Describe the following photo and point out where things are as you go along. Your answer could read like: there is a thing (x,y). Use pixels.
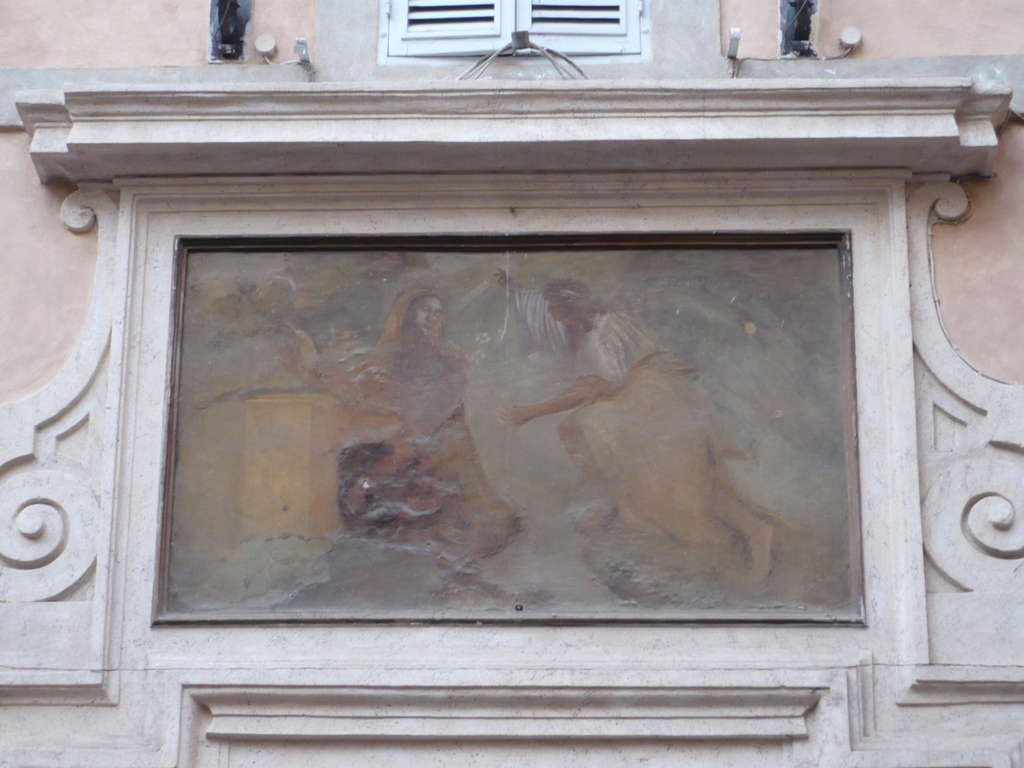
There is a portrait (566,492) in the center of the image (431,412) and a window (560,39) at the top side (467,24).
